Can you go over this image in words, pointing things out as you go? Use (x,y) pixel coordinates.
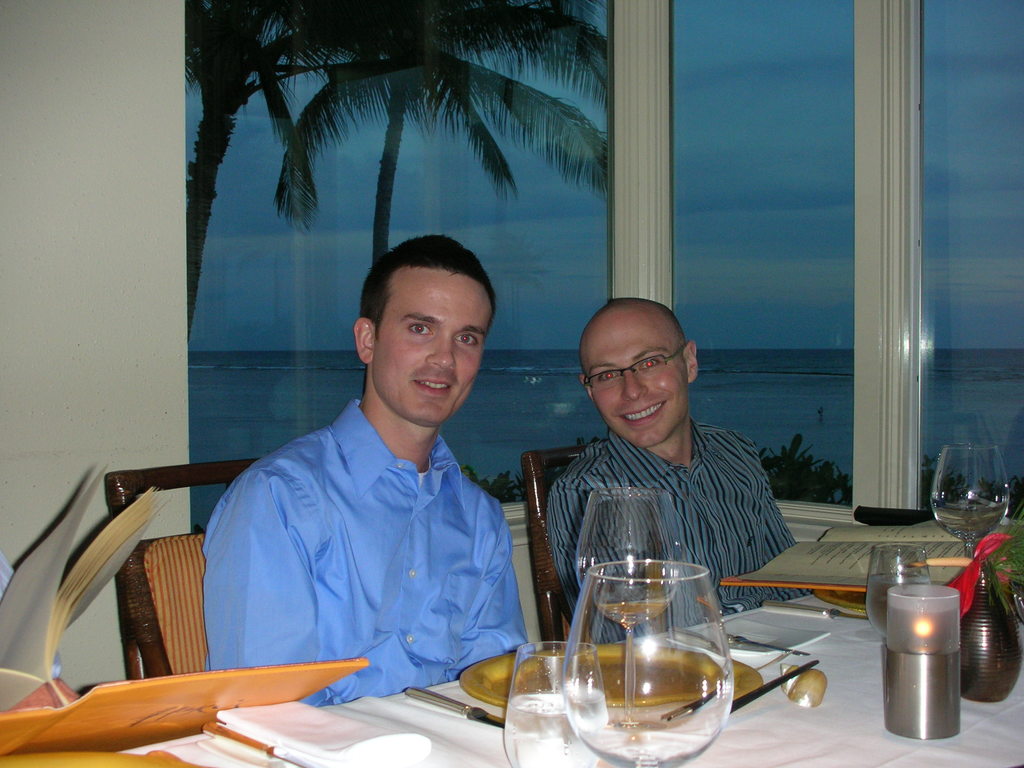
In this image I can see two people (331,604) sitting on chairs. I can see few glasses (552,750), plates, spoons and few objects (890,658) on the tables (816,741). Back I can see trees (457,43), window (631,106), water (761,403) and sky (711,85) is in white and blue color.
